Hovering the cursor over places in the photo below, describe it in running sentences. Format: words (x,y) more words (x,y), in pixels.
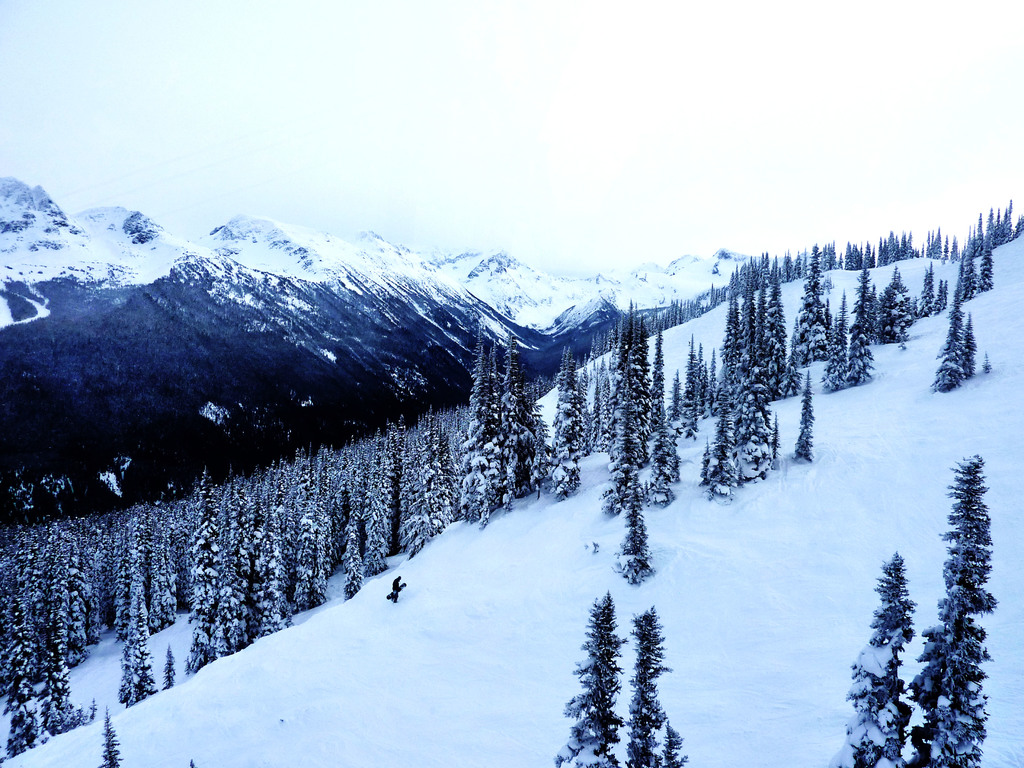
In this image I can see ground (570,512) full of snow (612,525) and on it I can see number of trees (633,373). In the background (284,450) I can see mountains (57,461).
